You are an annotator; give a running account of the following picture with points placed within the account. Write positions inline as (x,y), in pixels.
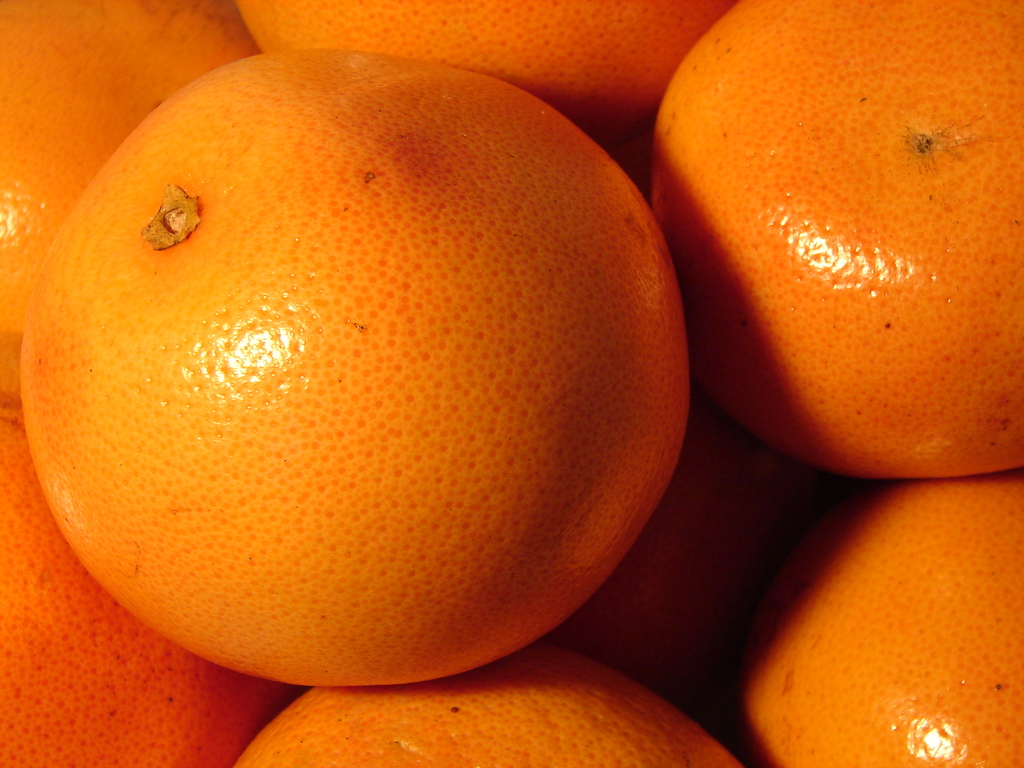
In this picture there are oranges (492,19) in the center of the image (534,335).
